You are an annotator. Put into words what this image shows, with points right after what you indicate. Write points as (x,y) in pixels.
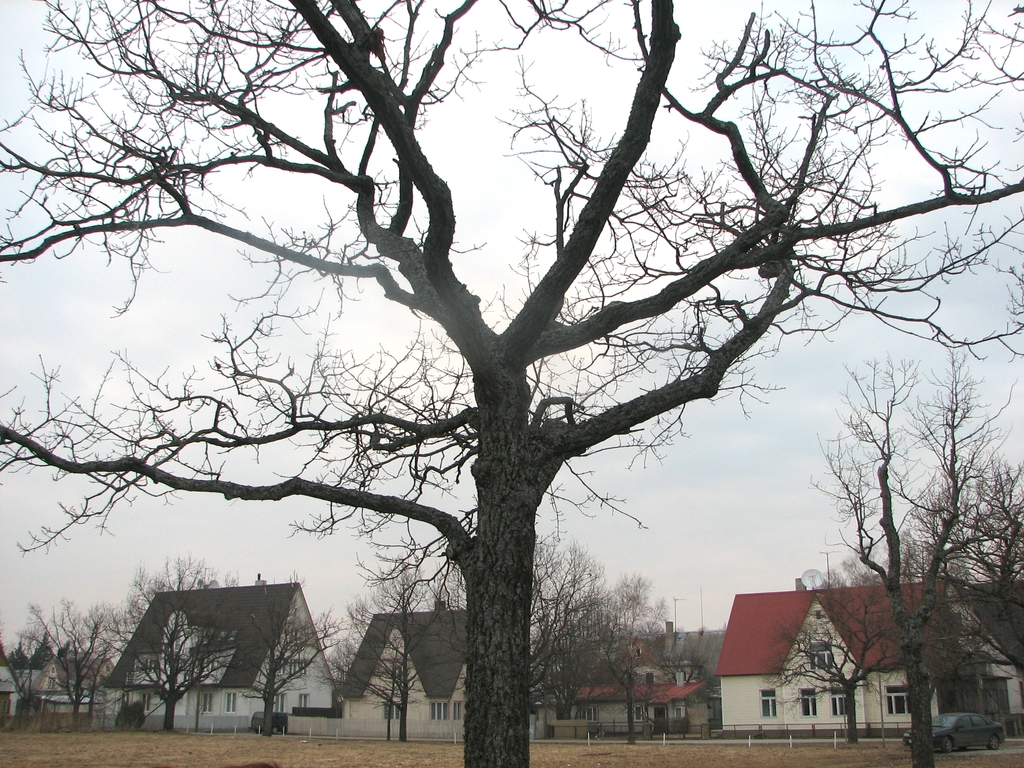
In this image we can see tree (495,636). In the background (159,652) there are trees (556,655) and buildings (807,679) with windows (806,693). In the background (785,321) there is sky (355,282). Also there is a car (972,734).
